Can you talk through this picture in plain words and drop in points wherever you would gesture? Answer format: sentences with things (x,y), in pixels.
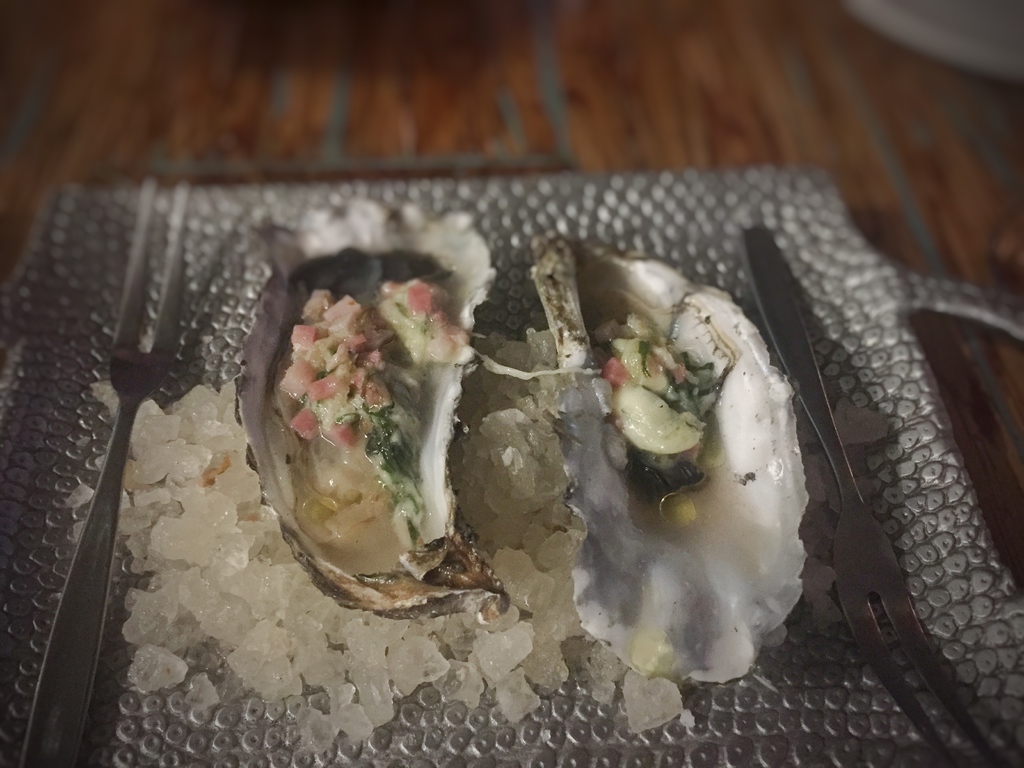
In this image I can see the food item (372,448) and the forks (853,595). These are on the grey color plate (723,729). The plate (597,732) is on the brown color surface (405,98).
